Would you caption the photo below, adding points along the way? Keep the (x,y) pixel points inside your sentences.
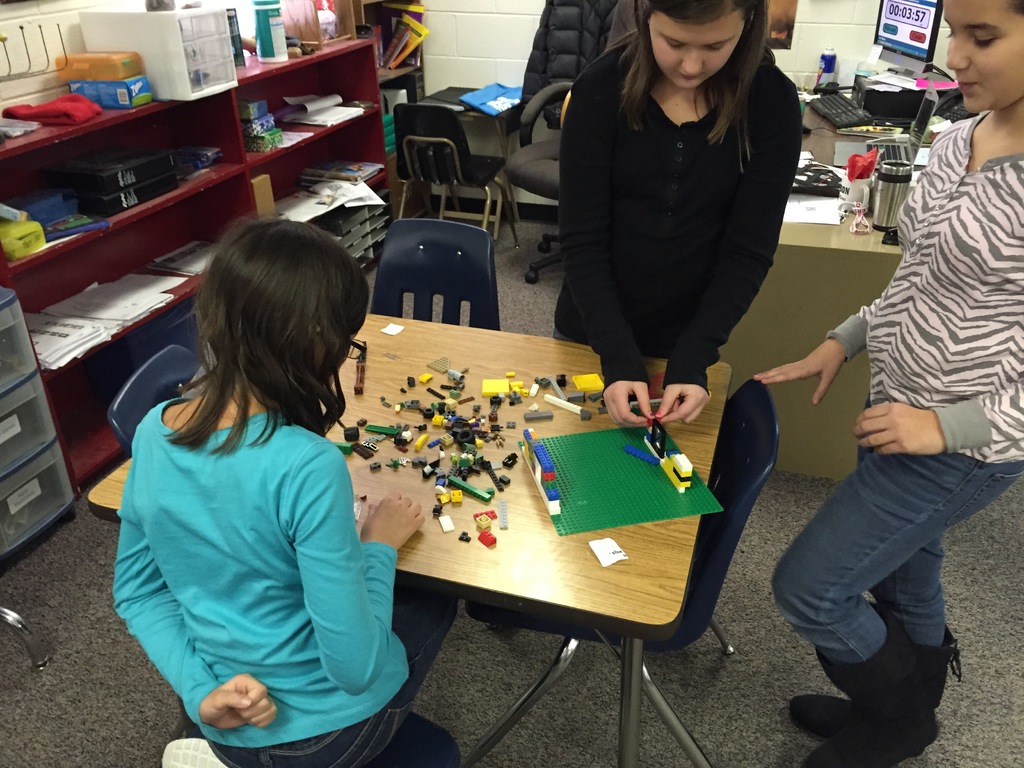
They are three girls (375,617) standing and sitting behind them there is a table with some things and there is a shelf (200,177) with some things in it.
